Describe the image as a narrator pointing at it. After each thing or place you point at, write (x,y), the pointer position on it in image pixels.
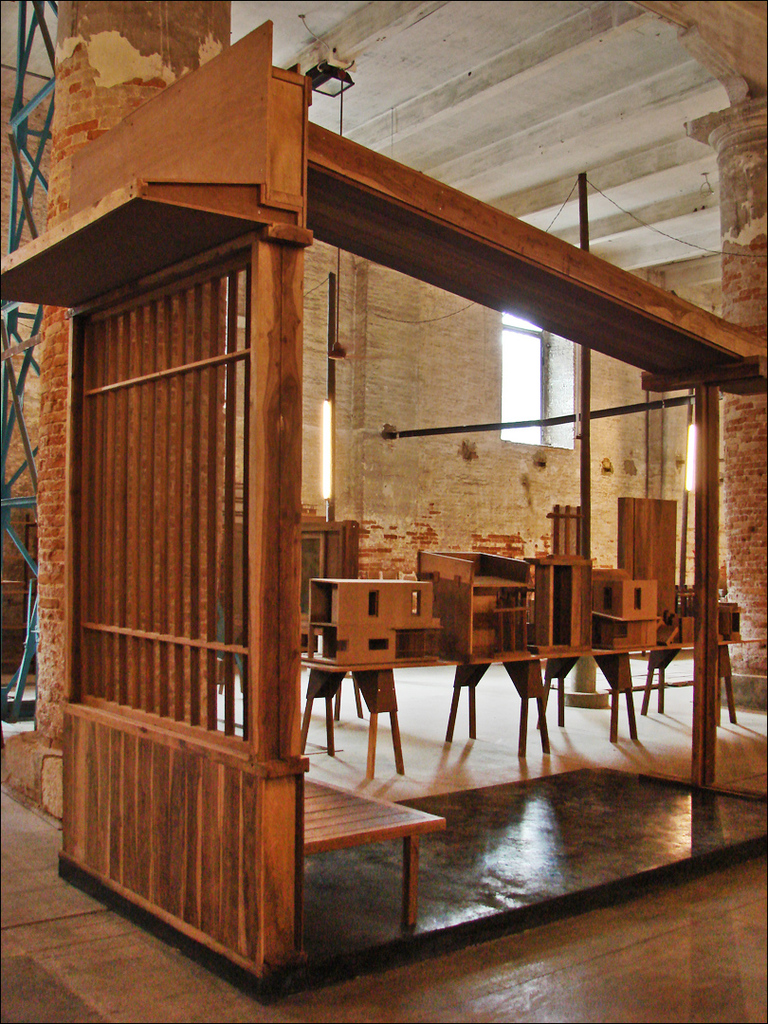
In this picture we can see a bench (358,835) in the front (347,849), there are tables (450,716) in the middle (383,663), we can see wooden things (450,594) present on the table (660,665), in the background (370,338) there is a wall (367,359), we can also see a window (556,414) in the background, on the right side (735,490) there is a pillar (741,494).
